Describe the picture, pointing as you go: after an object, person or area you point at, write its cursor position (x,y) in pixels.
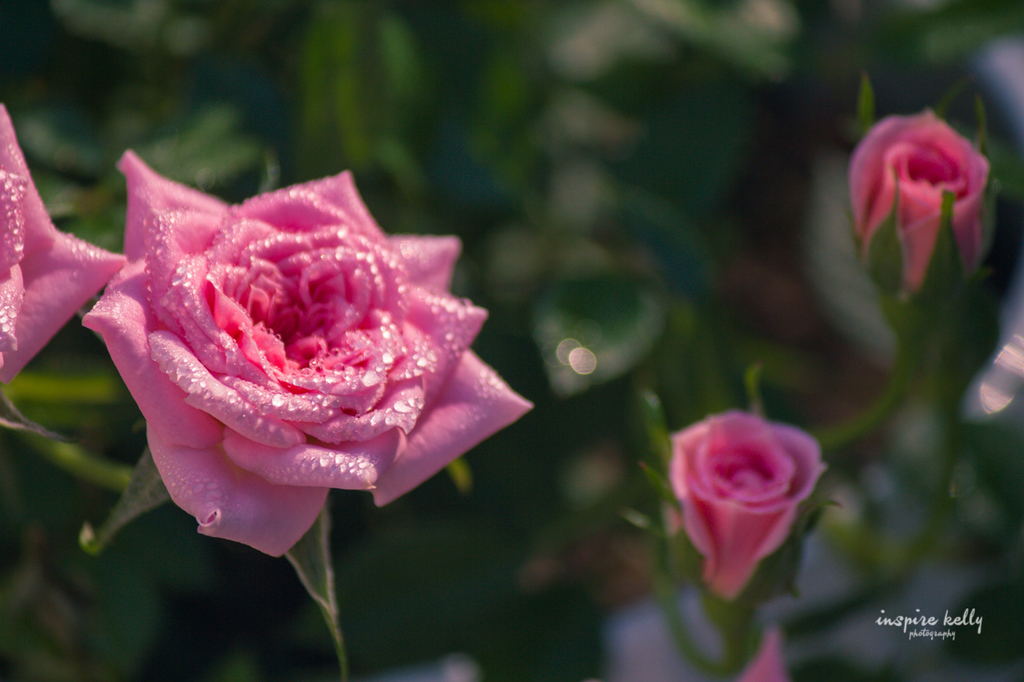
In this picture we can see pink color rose flowers (937,189) and leaves (793,571), there is a blurry background (560,91), at the right bottom (902,616) there is some text (918,610).
